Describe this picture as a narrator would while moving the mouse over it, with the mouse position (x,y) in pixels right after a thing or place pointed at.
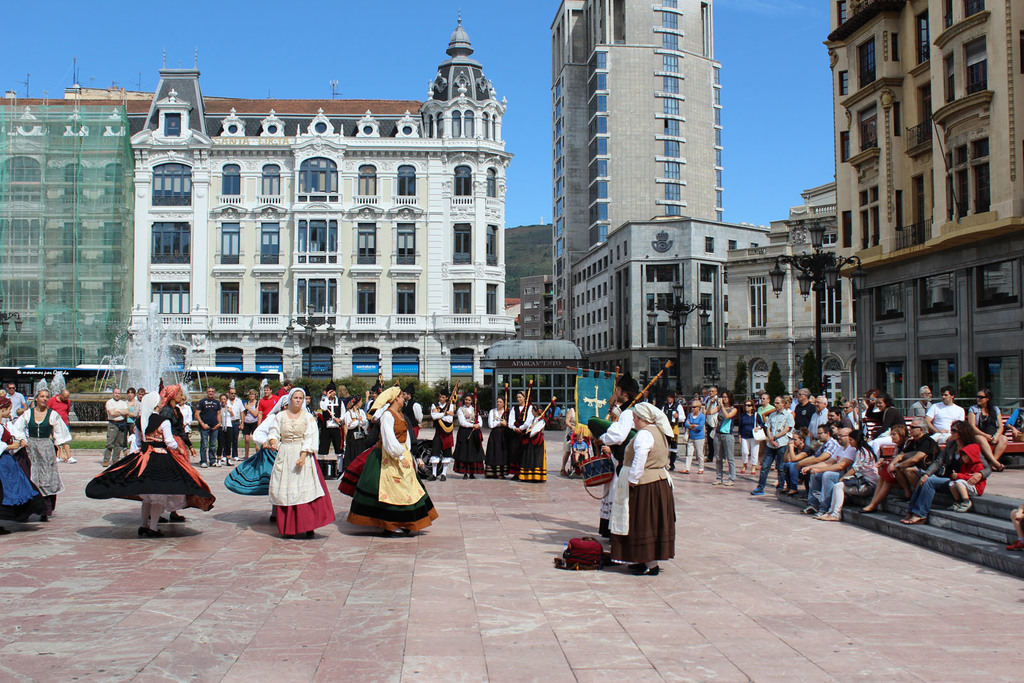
In this picture I can see there are few people (252,460) dancing here and few people (916,450) are sitting here on the stairs (993,538) and the rest are standing. In the backdrop (568,232) there are buildings (297,227), a mountain (510,235) and the sky (137,71) is clear.
